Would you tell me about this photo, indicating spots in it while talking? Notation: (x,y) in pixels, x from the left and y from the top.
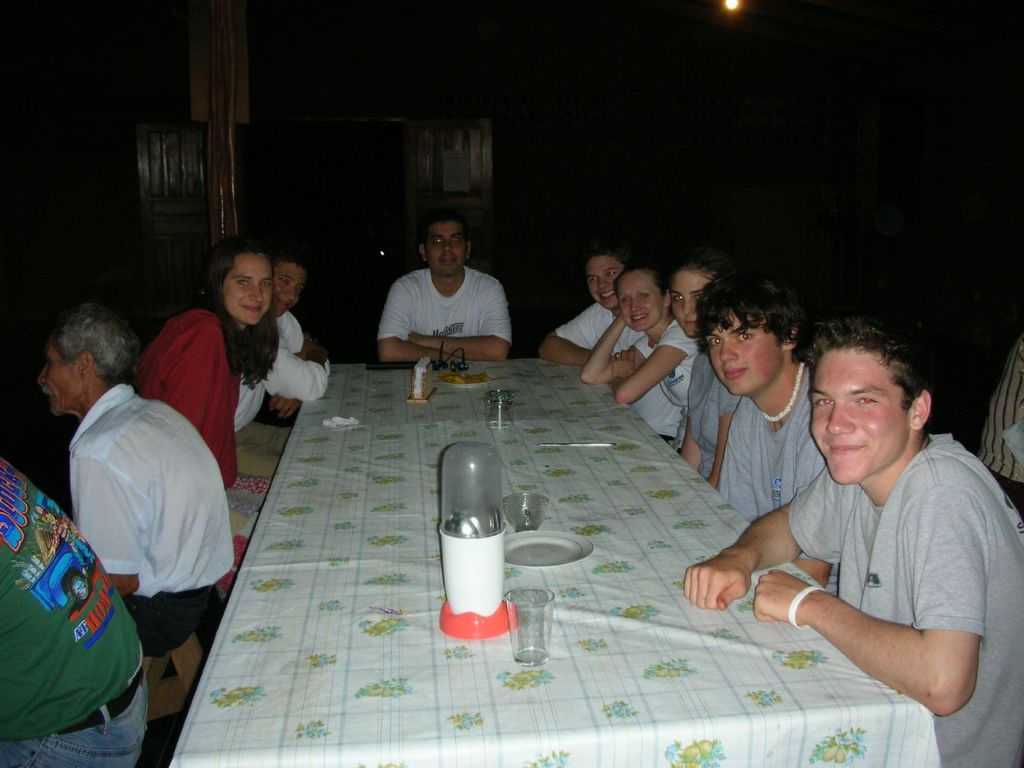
Background (992,184) is very dark. This is a light (733,11) at the top of the picture (733,11). Here we can see few persons (466,307) sitting on chairs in front of a table (522,413) and they all hold a smile on their faces (732,345). Here on the table (432,474) we can see plate (531,557), glasses (514,518), tissue paper stand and a bottle (474,455) of spoons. At the left side of the picture (71,704) we can see two men (87,588) sitting on chairs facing their back (148,499).
